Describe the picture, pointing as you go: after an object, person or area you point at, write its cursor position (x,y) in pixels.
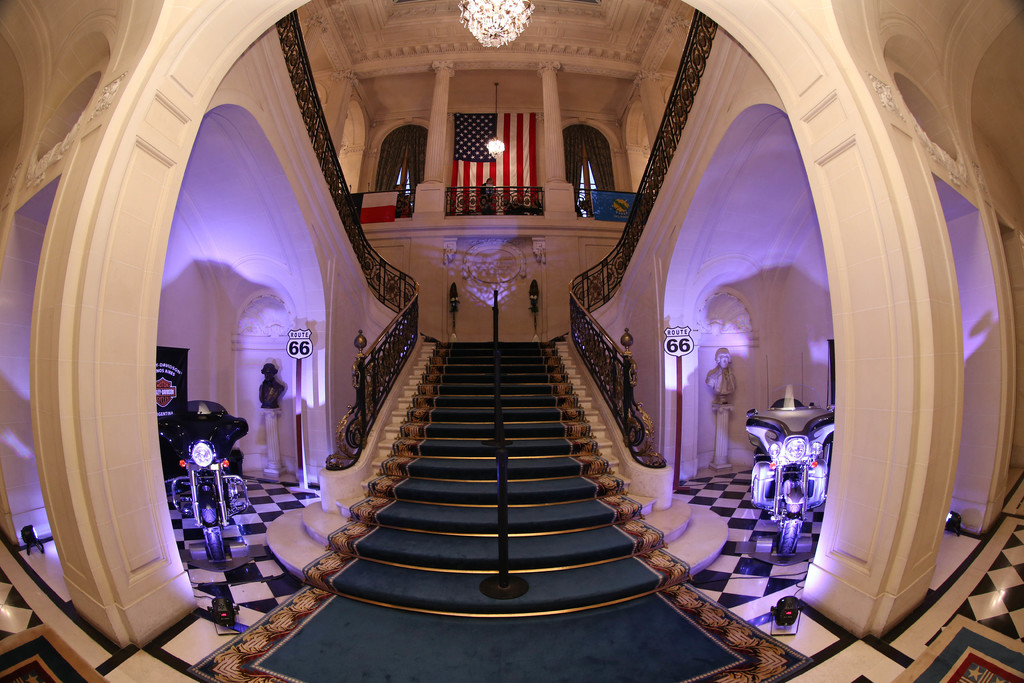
Here in this picture we can see a stair case (467,396) with railings (380,358) present over there and at the top (523,131) we can see a flag (455,131) hanging and we can see a chandelier (500,27) present in the middle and on the either side we can see motor bikes (234,451) present on the floor (763,523) over there and we can see sign boards (678,346) present on either side and we can see pillars (152,430) present here and there and at the top (414,167) we can see windows (565,173) covered with curtains (573,181) over there.
